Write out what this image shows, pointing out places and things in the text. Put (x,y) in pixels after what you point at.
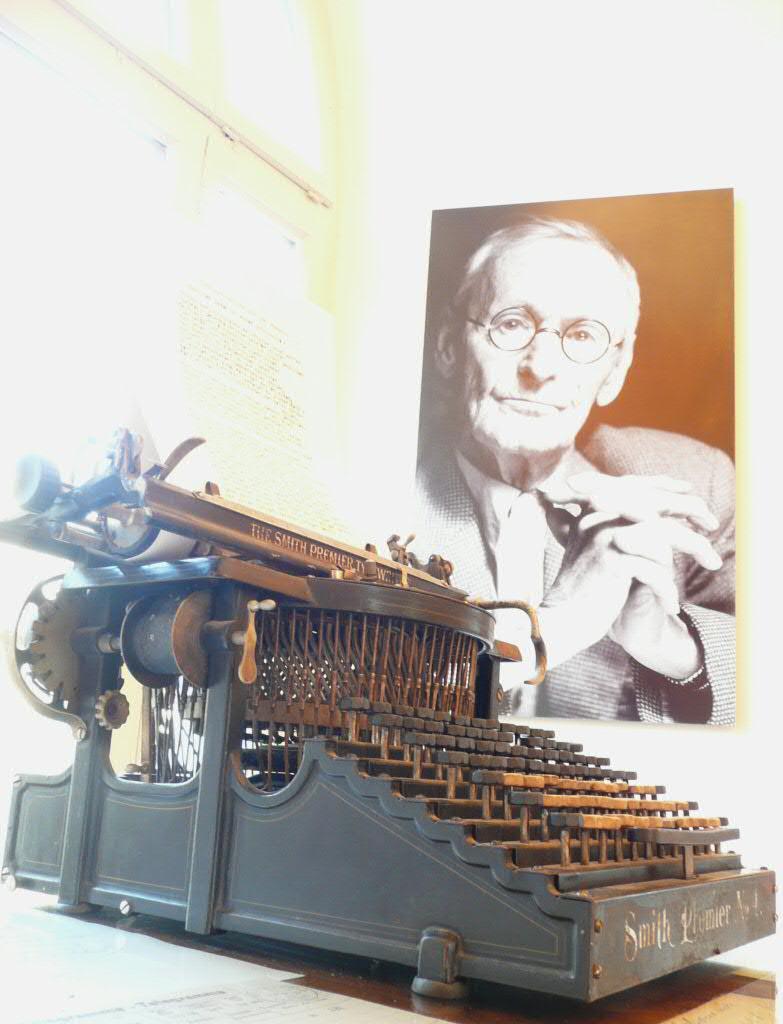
In this image we can see the typewriter (524,951) on the table (101,938) and there is some text (328,558) on it and we can see a photo frame (587,487) of a person (545,431) which is attached to the wall (768,440).
